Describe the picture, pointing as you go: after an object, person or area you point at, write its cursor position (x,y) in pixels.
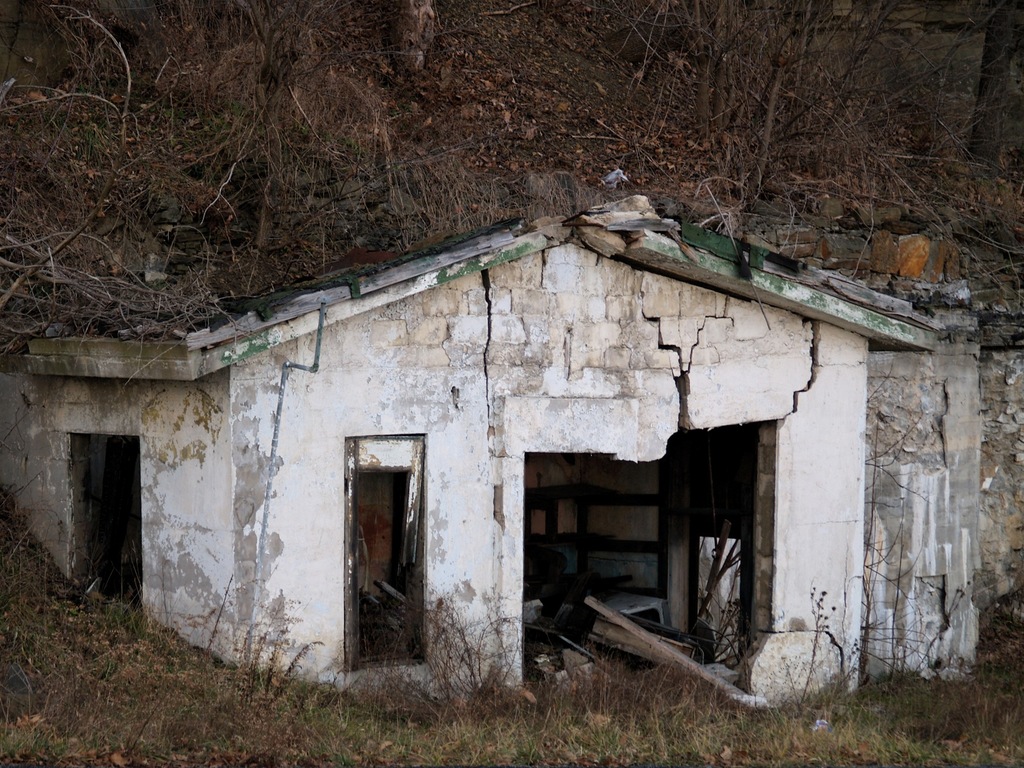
In this picture i can see house (406,414) in which i can see some objects (660,645). In the background (830,94) i can see trees (830,86) and grass (636,713).
